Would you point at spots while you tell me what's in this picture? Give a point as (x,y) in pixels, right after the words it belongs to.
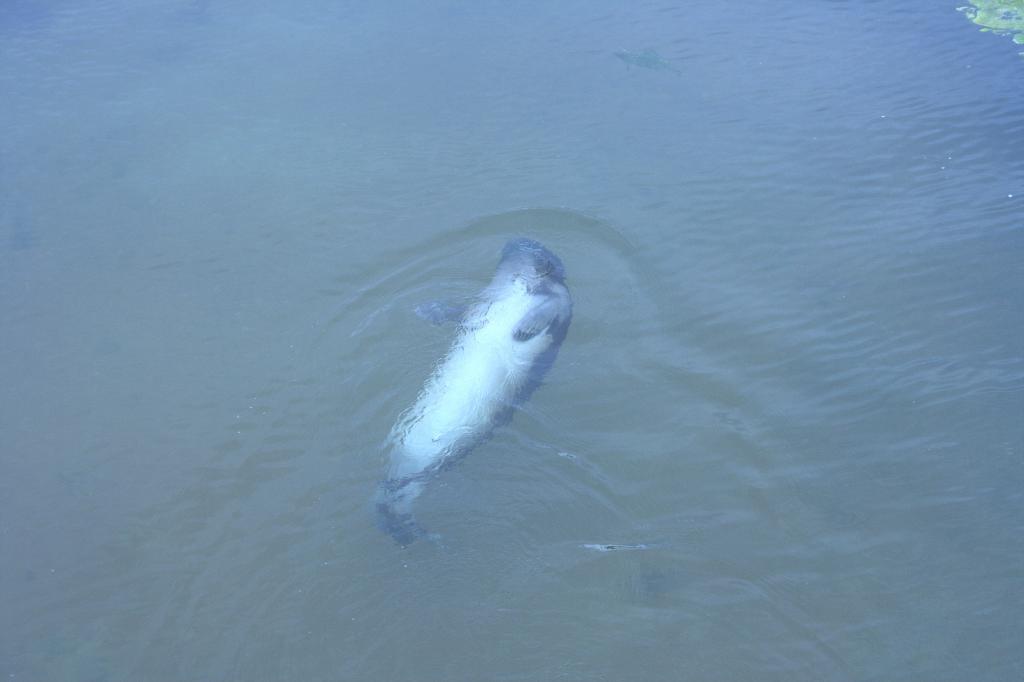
There is a seal (532,309) in the water (458,485).
